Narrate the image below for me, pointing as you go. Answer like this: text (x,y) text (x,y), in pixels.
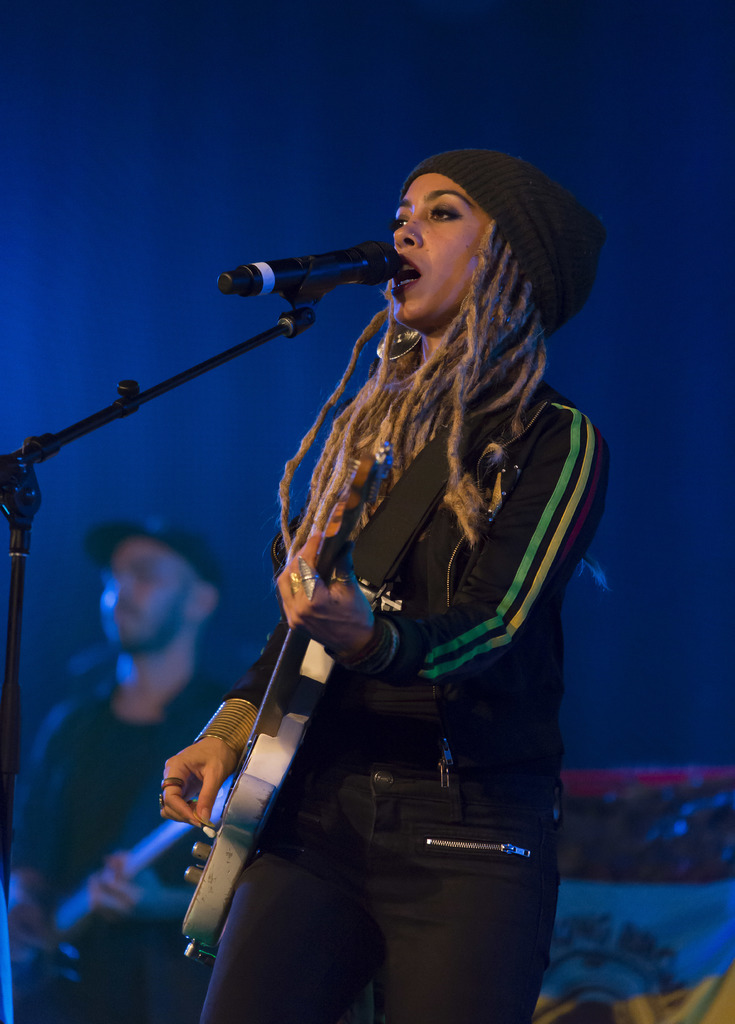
A woman (449,161) is singing with a mic (342,271) in front of her while playing a guitar (353,527).
